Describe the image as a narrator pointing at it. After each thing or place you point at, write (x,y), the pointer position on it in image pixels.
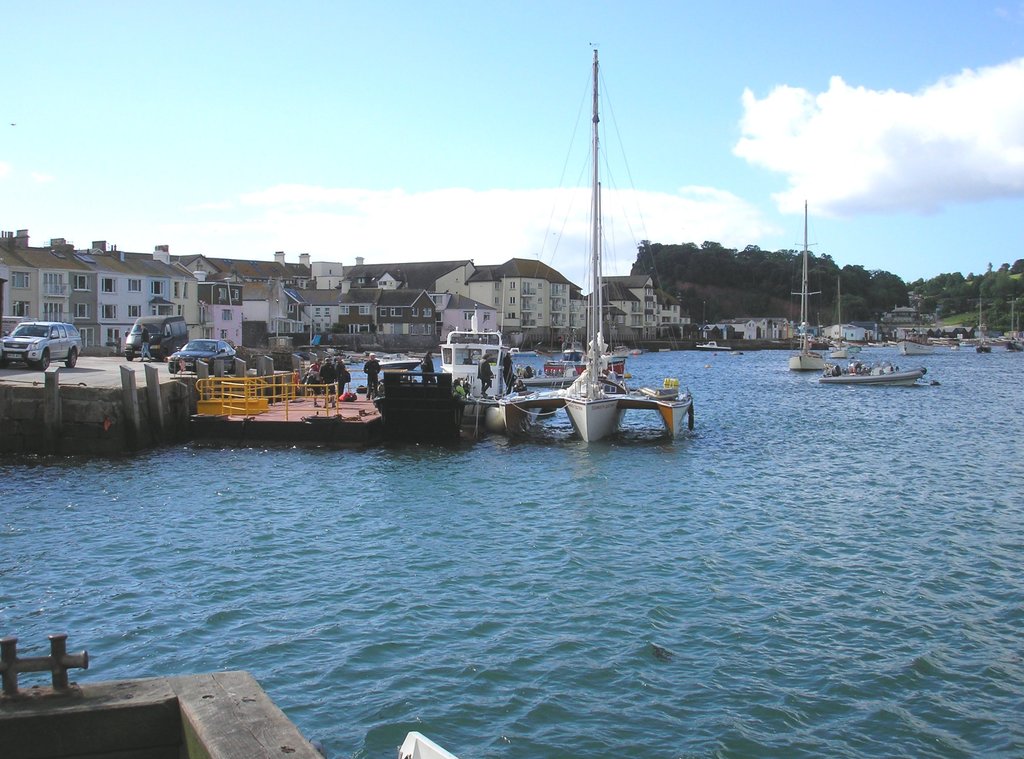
In the image there are boats (450,382) in the sea (554,627) and on the left side (50,330) there are few cars (62,337) on the land (193,399) with few persons (372,371) standing in the front (311,393) and in the back (215,285) there are buildings (434,294) all over the place with trees (812,301) on the right side (831,284) and above its sky (461,150) with clouds (911,145).
